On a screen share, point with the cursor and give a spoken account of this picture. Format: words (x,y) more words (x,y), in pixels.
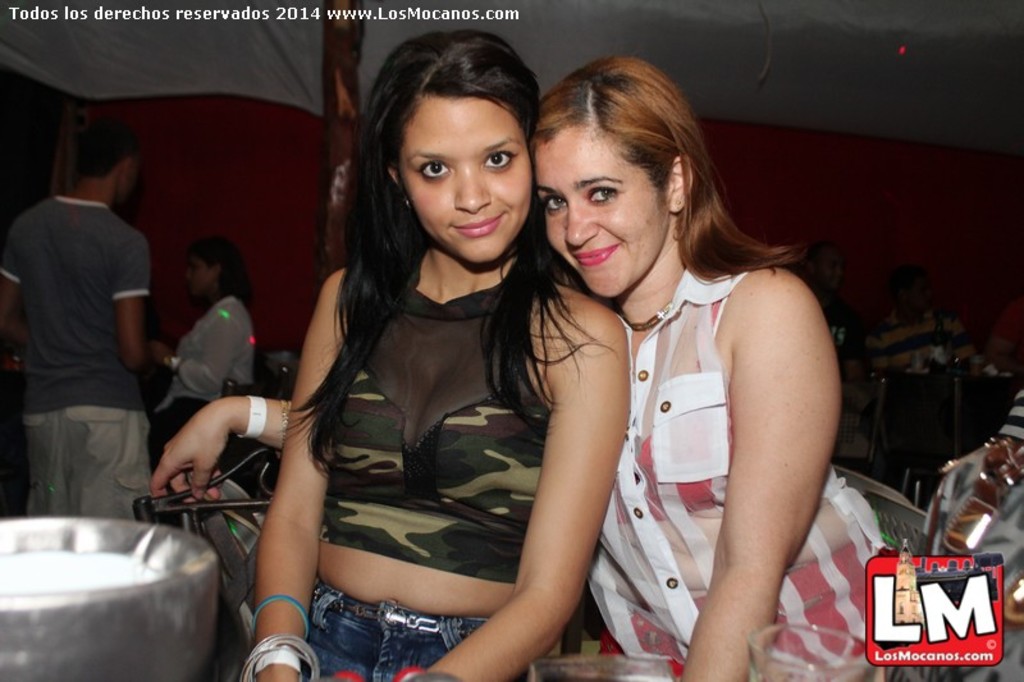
In this image I can see number of people (676,381) where one is standing and rest all are sitting on chairs (180,518). In the front (450,193) I can see smile on two faces (461,225). On the top left side (28,11) and on the bottom right corner of this image (959,653) I can see watermarks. On the bottom left side of this image (175,677) I can see a silver colour thing (184,657) and I can also see few lights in the background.
